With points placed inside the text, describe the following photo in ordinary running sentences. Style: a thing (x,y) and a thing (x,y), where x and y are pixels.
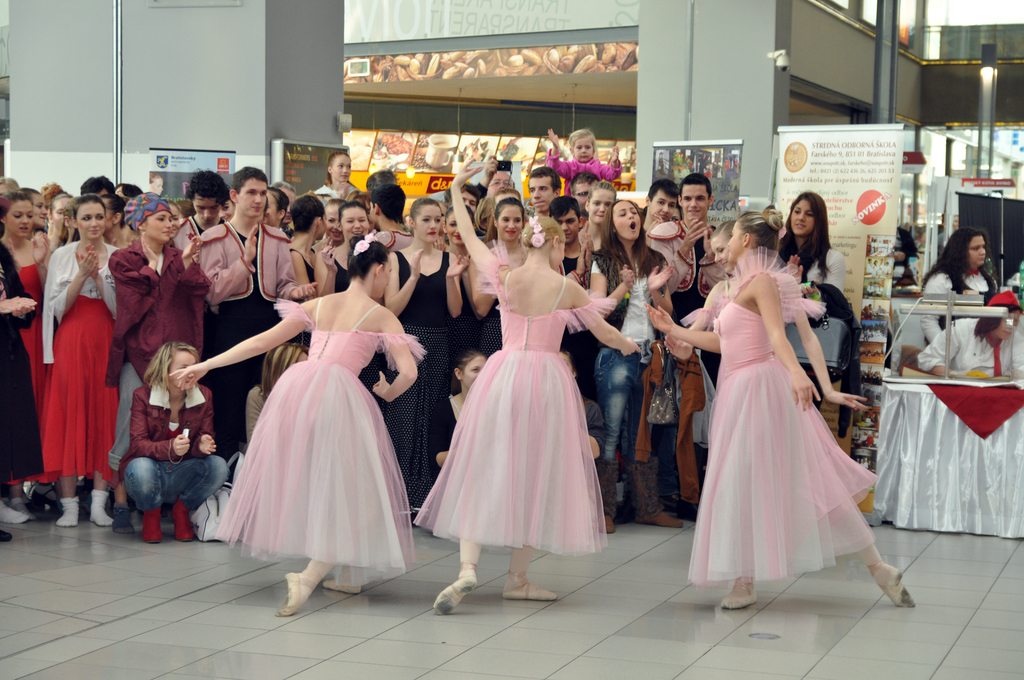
In this picture we can see a group of people (260,173) on the floor (740,662), posters (712,163), walls (717,122), cloth (924,421) and in the background (362,106) we can see some objects (967,310).
